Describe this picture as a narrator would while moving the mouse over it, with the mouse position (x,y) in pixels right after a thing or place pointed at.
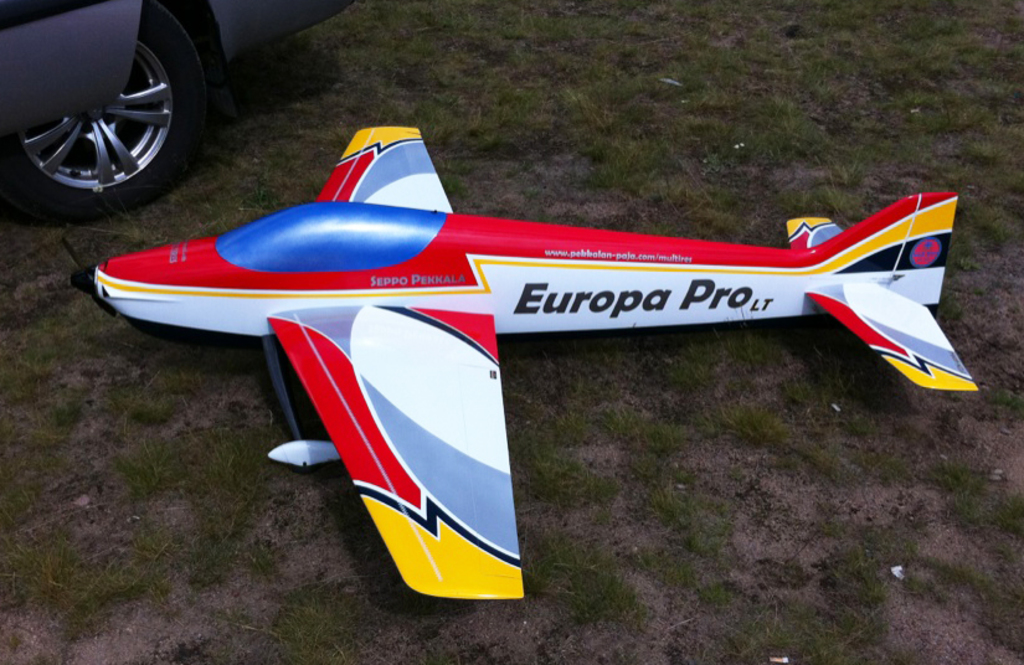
In this image we can see an aeroplane toy (475,330) is kept on the grassy land (281,585). Top left of the image (110,62) car (102,53) is there.
